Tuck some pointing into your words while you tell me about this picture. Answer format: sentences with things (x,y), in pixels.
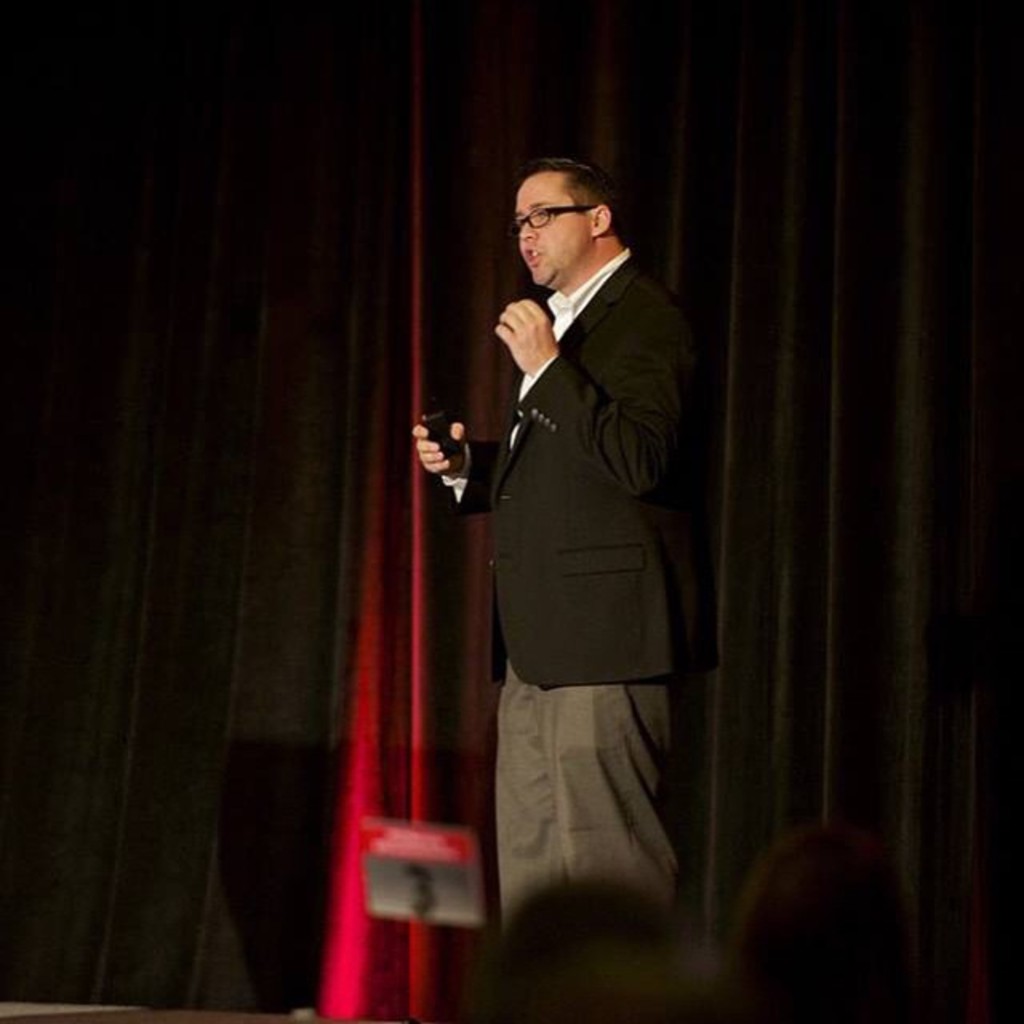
In this image, we can see a person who is wearing some clothes (500,495) and standing. He is holding an object (449,456). We can also see some curtains (749,42).
